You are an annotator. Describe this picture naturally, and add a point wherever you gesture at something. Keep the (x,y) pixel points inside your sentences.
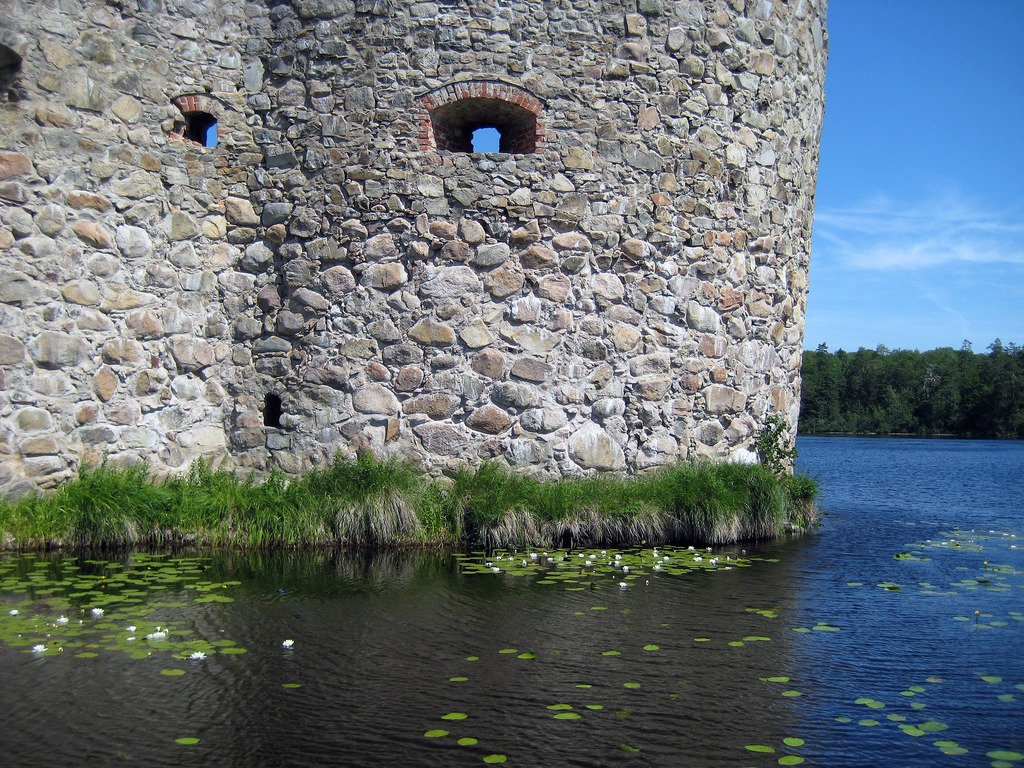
In this picture there is water (303,579) and there are few plants (375,475) and a brick wall (418,288) in front of it and there are few trees (917,389) in the right corner (914,399).
